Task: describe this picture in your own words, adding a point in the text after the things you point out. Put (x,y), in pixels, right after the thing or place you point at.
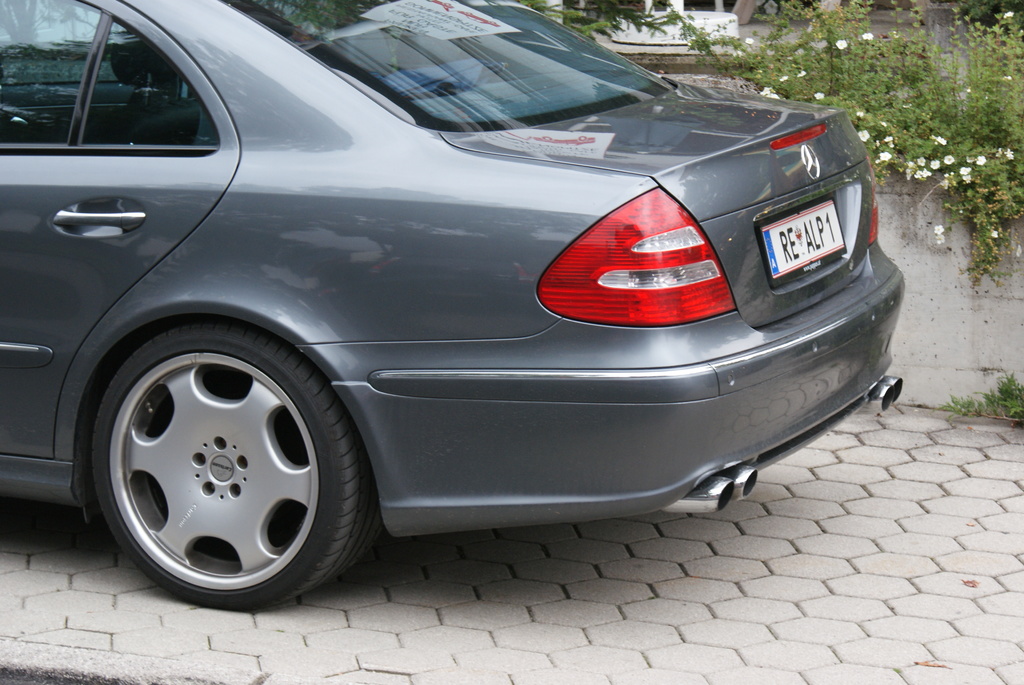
In this image we can see a car (340,210) with a number plate (790,232). On the right side (927,237) there is a wall (951,268). Near to the wall (938,306) there are flowers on the plants (885,75). On the ground (497,603) there is a floor (312,600) with bricks (664,601).
